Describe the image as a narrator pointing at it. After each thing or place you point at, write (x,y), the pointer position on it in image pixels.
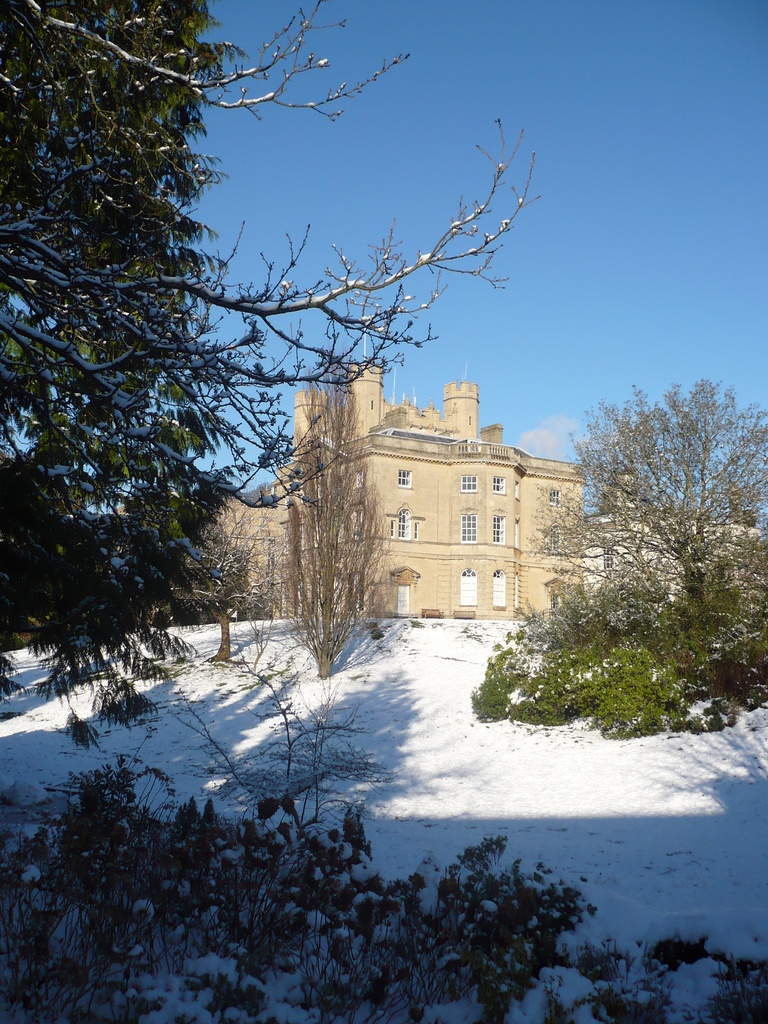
In this image we can see the buildings (409,565), there are some plants (521,682), trees (522,203) and snow (491,767), in the background (693,154), we can see the sky (523,226).
